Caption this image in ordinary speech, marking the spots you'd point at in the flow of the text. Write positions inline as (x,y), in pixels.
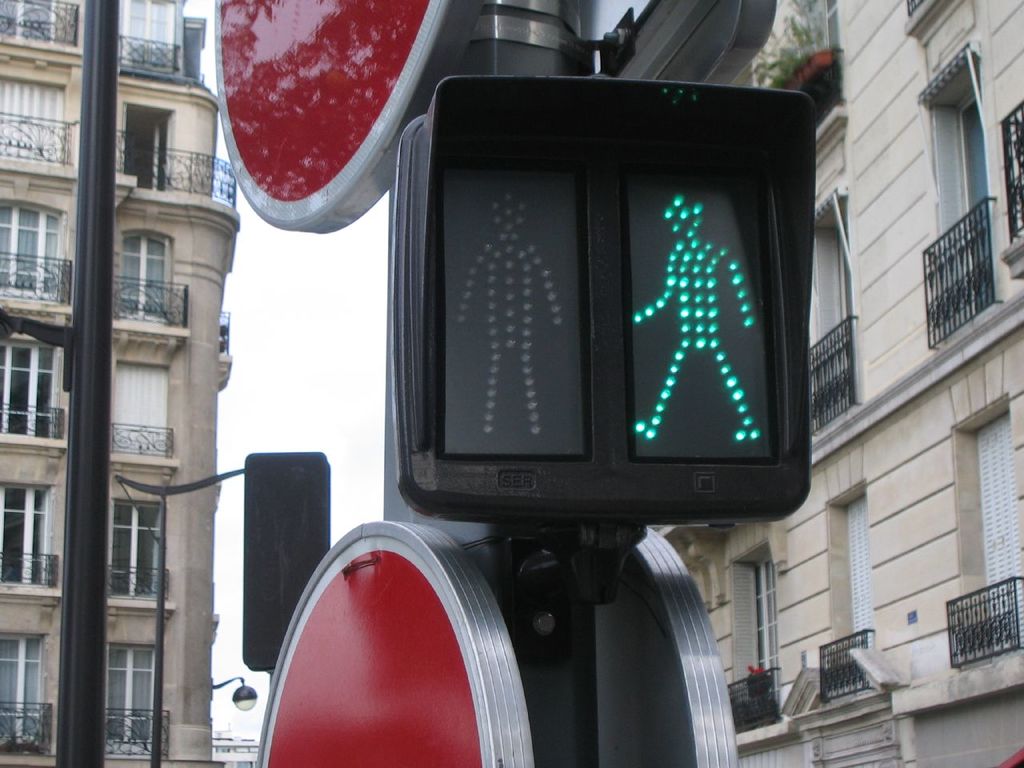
In the foreground of the image (441,572) we can see a pole (469,551) with a display sign board (537,169). In the background (115,699), we can see a group of buildings (148,299) with metal railings (151,301) and the sky (299,265).
